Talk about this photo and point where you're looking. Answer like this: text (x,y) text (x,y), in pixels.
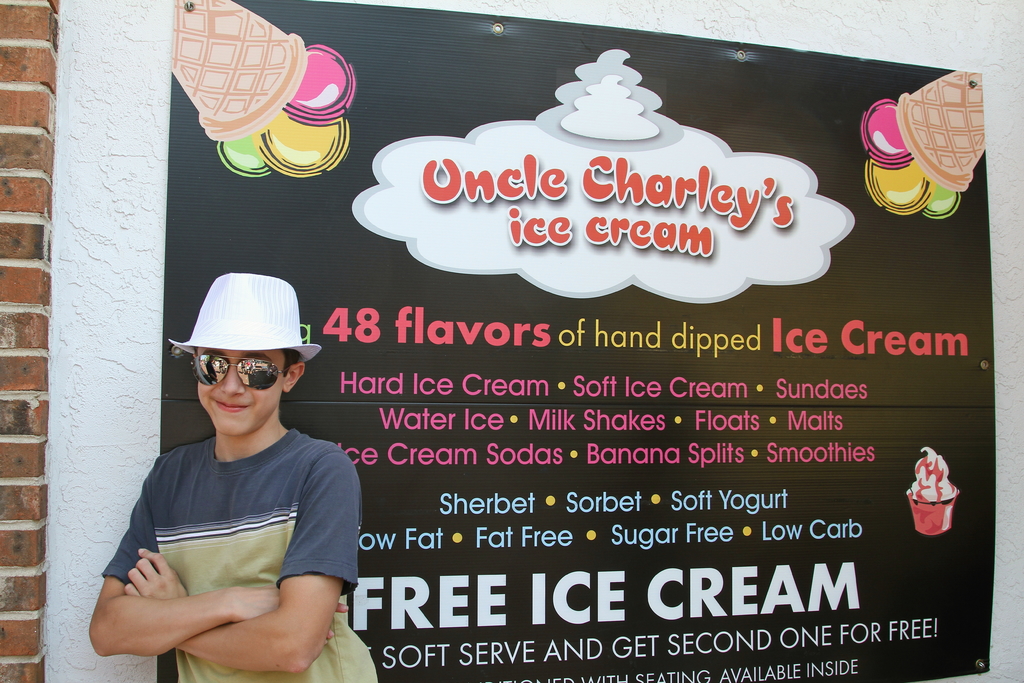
In this image there is a man (266,409) wearing glasses (214,374) and a hat (210,331) standing near a pillar (14,587), in the background (313,57) there is a banner (979,605), on that banner (642,319) there is some text (519,225).
